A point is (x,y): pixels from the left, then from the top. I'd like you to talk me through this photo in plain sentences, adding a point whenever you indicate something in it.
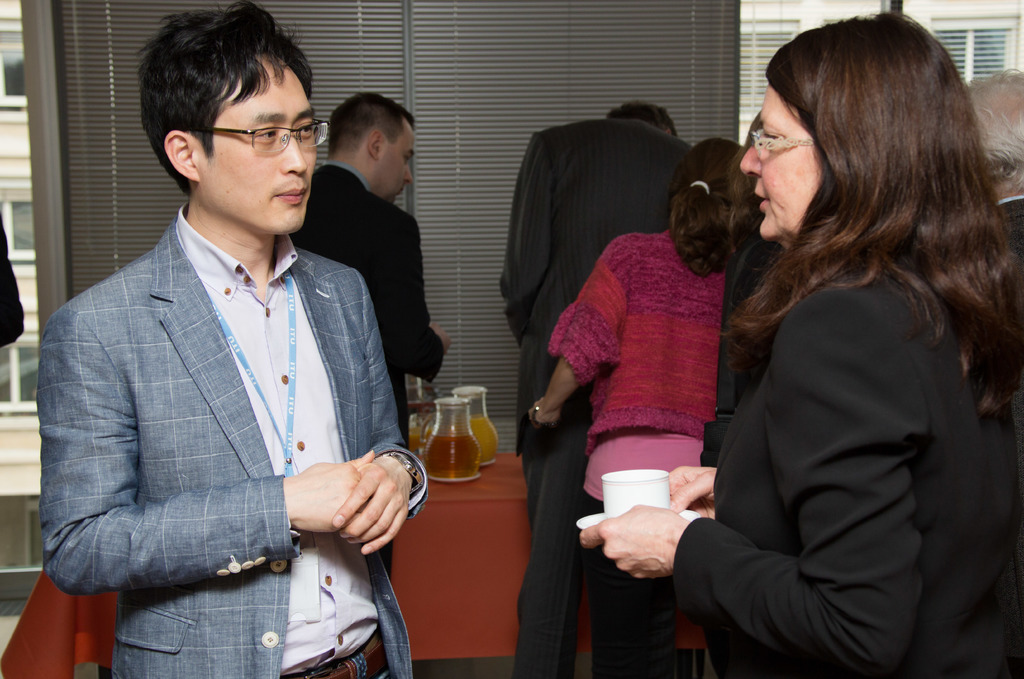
On the right side of this image (819,454) there is a woman (792,522) holding a saucer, tea cup (652,492) in the hands (661,509) and looking at the man (229,340) who is standing in front of her. The man (290,498) is also looking at her. In the background (572,399) few people (582,276) are standing facing towards the back side (518,318). In front of those people (546,395) there is a table (456,530) which is covered with a red color cloth (475,581). On the table (451,547) there are few jars (449,417). In the background (761,34) there is a glass (783,21) through which we can see the outside view (960,21). In the outside there is a building (17,166).
